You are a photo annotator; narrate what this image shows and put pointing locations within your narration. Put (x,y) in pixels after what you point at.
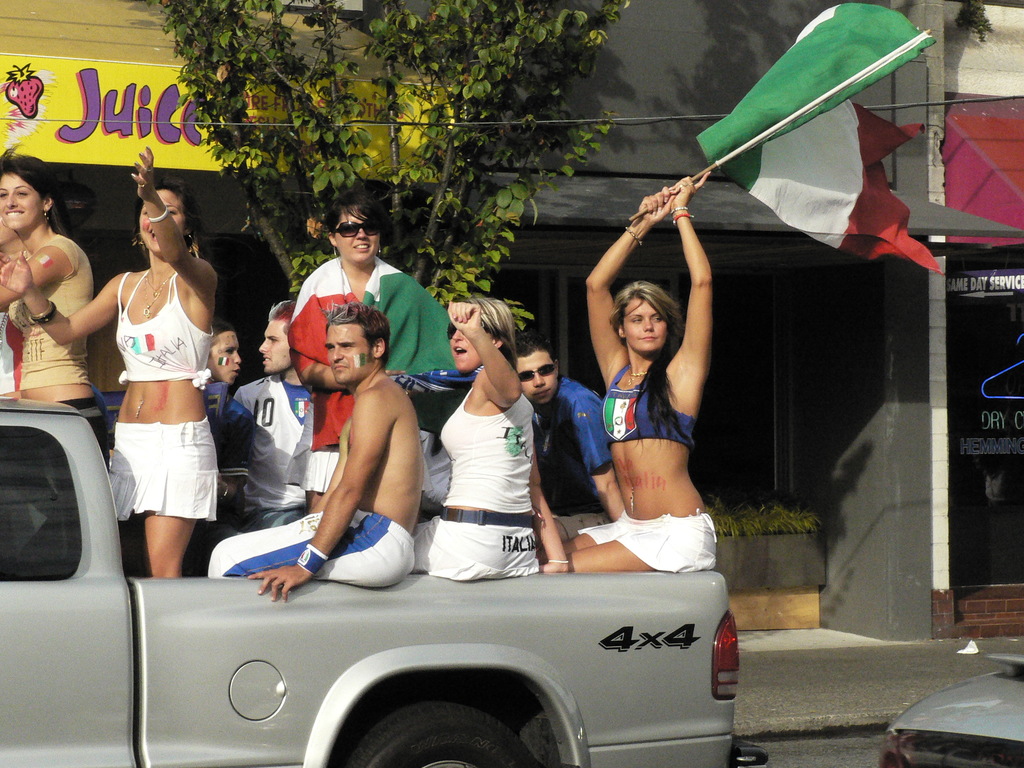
As we can see in the image there are group of people (344,362) on vehicle (90,508). There is flag (757,98), tree (485,133) and buildings (951,84).
